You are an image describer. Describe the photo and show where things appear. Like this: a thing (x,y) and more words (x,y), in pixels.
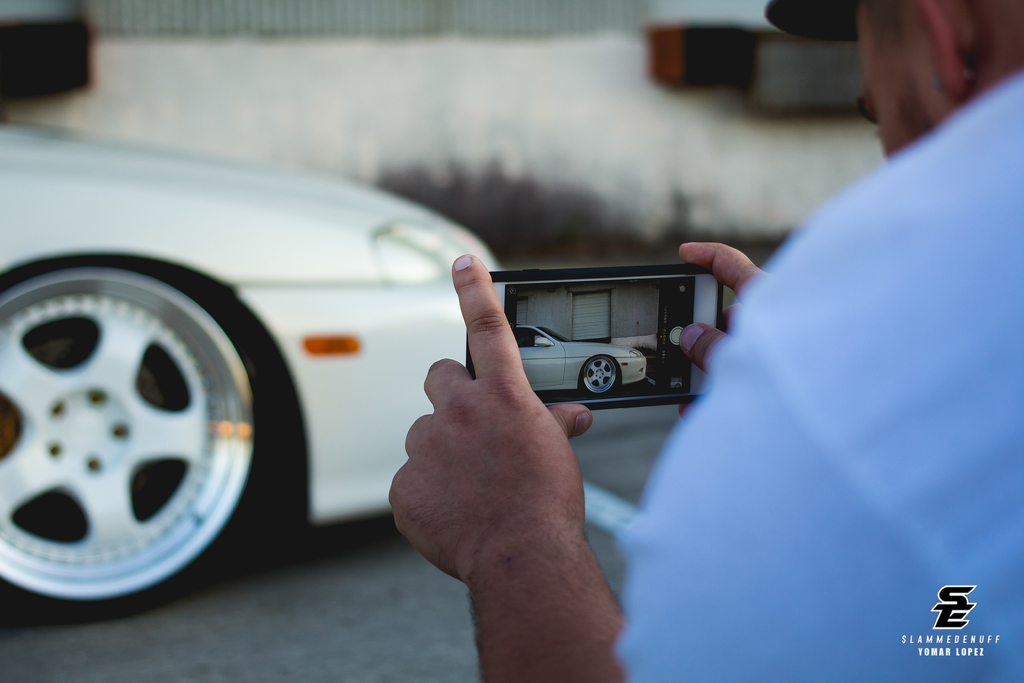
In the image I can see a man (890,8) on the right side (964,352) and he is capturing an image with a mobile phone (686,287). I can see a car (290,323) on the road (637,456) and it is on the left side (189,456).
